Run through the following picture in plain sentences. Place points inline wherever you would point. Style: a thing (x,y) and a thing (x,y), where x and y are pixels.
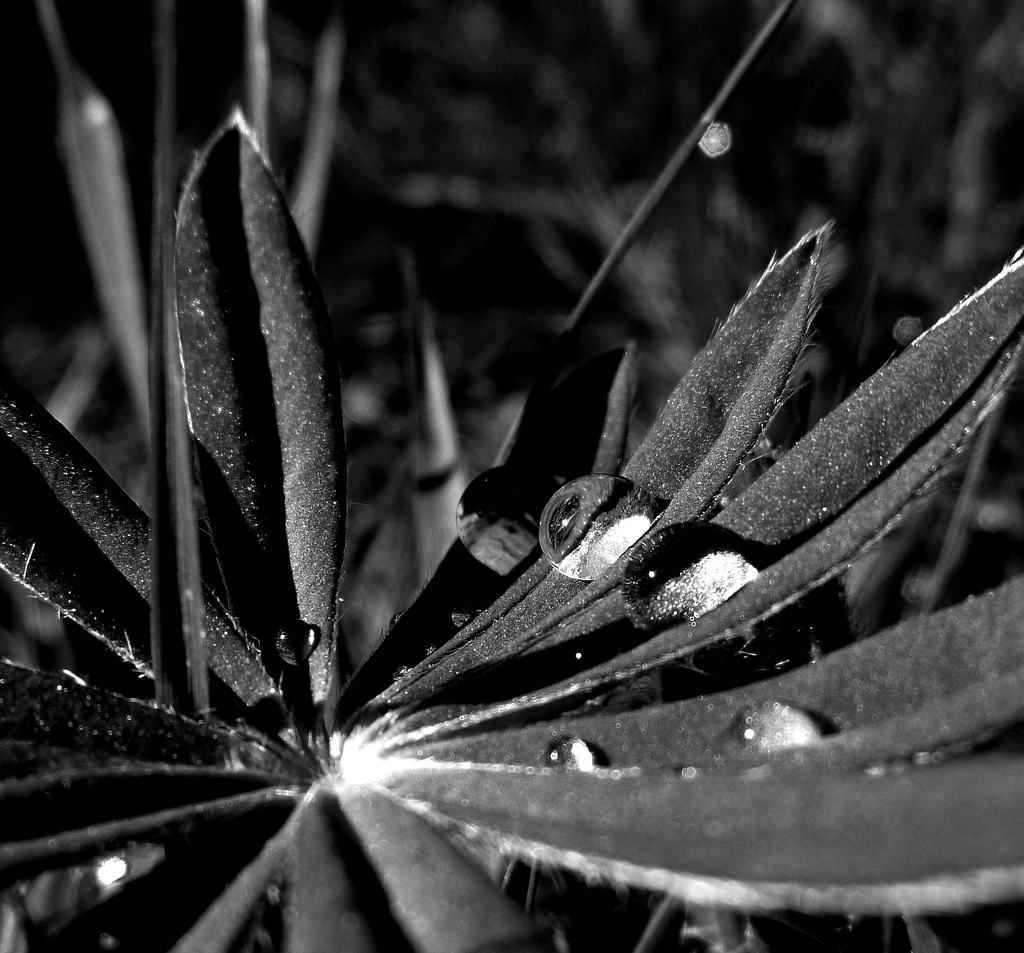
In this image we can see water drops (575,555) on the leaves (287,441) of a flower (425,727), also we can see the background (660,32) is blurred, and the picture is taken in black and white mode.
